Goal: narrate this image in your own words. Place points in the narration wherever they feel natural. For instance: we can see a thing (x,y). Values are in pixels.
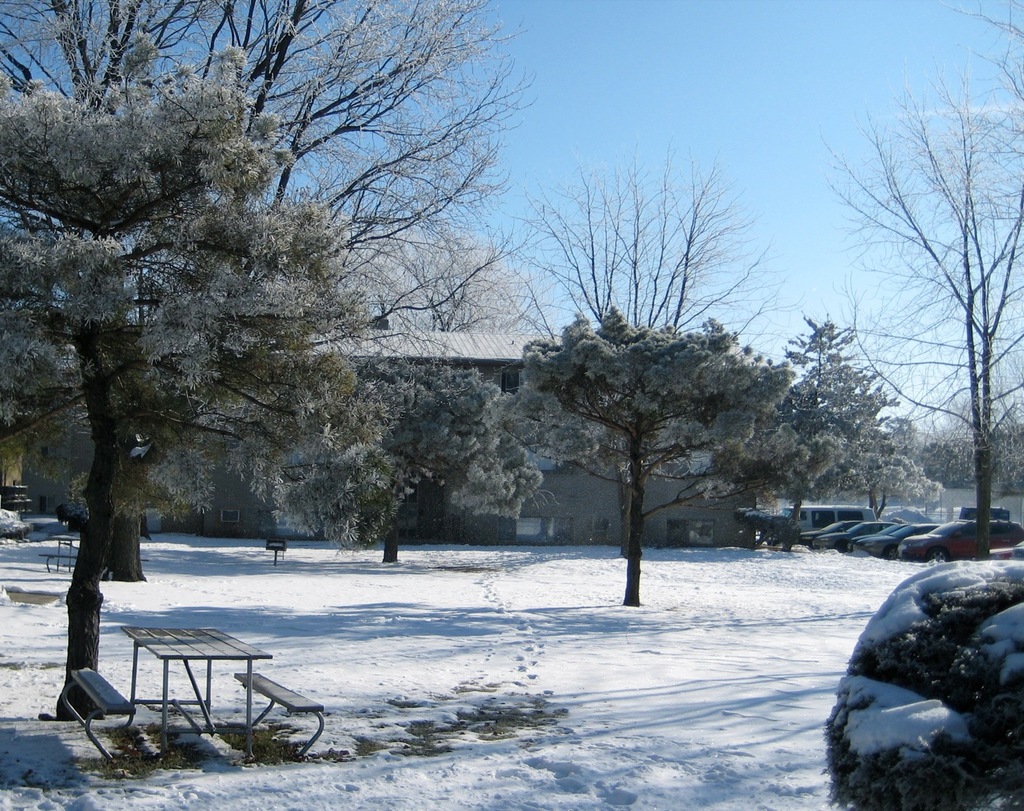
In this picture there is a snow (355,697) in the ground (400,704). Behind there is a wooden bench (163,718) and some trees (469,418). In the background (482,337) there is shed house (466,341) with the roof tiles (464,349). On the right corner (969,540) we can see some cars (900,540) are parked in the parking area (831,543).
